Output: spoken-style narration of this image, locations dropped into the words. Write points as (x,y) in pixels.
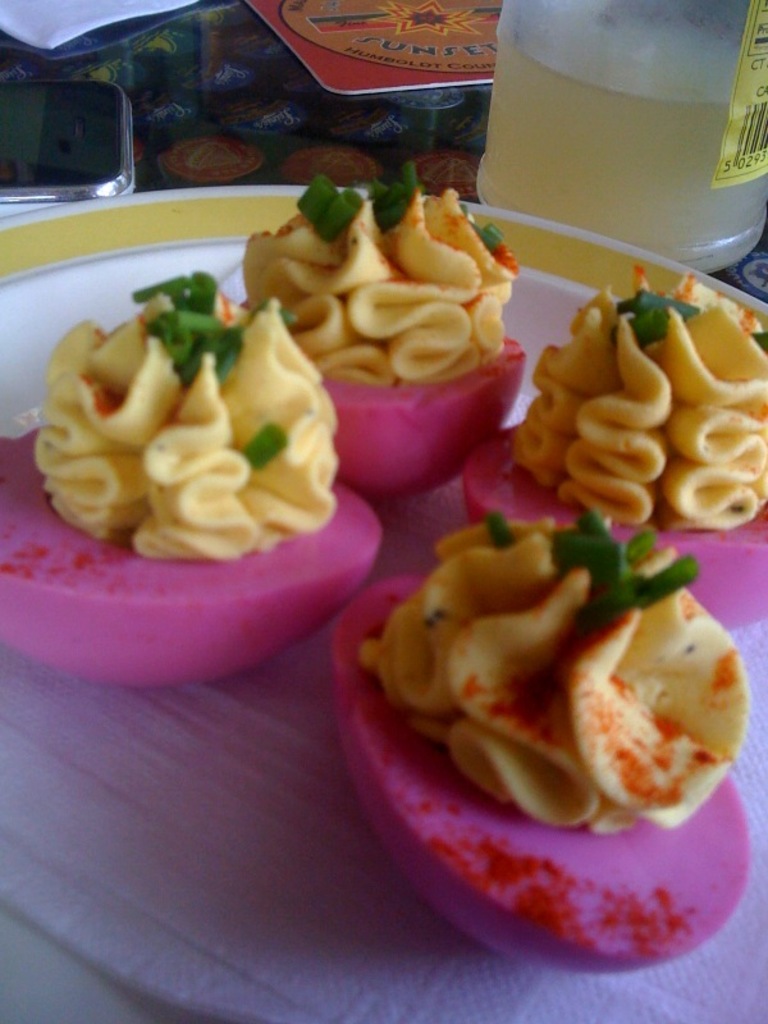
In this picture we can see food items (326,598) on a plate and this plate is placed on a platform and in the background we can see a mobile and some objects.
